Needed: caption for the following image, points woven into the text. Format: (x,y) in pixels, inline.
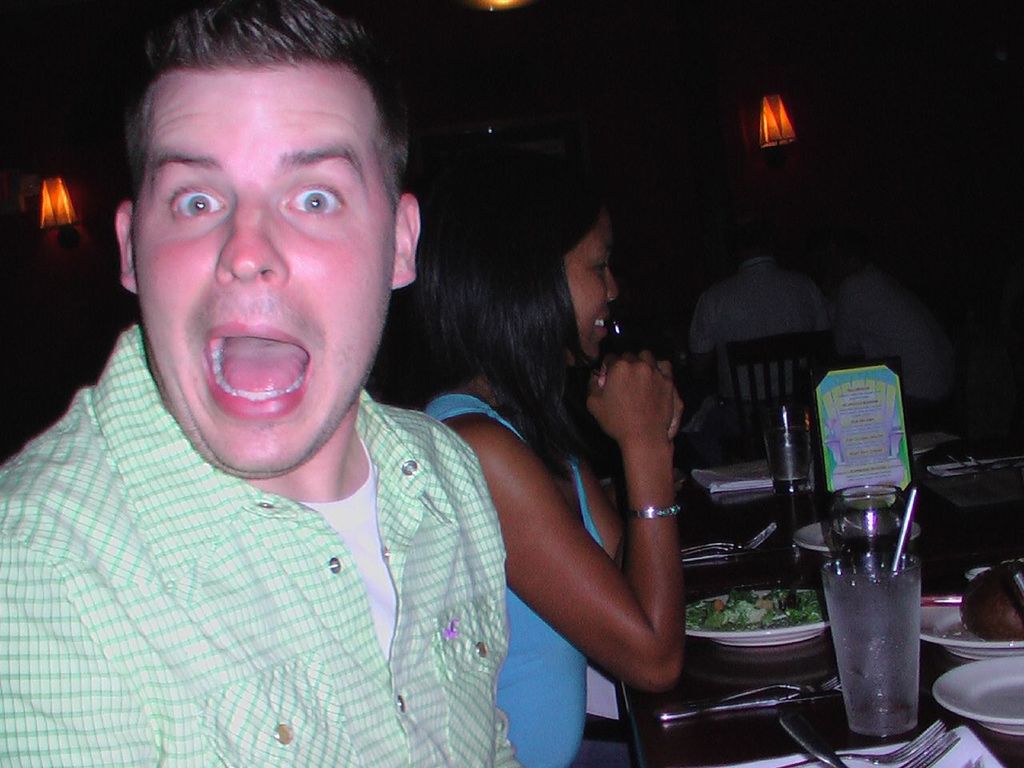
In this picture there are group of people (289,739) sitting on the chairs (803,363). There are glasses (839,593), plates (1002,666), tissues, forks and there is a board (866,431) on the table (790,533). At the back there are lights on the wall (888,195). At the top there is a light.
